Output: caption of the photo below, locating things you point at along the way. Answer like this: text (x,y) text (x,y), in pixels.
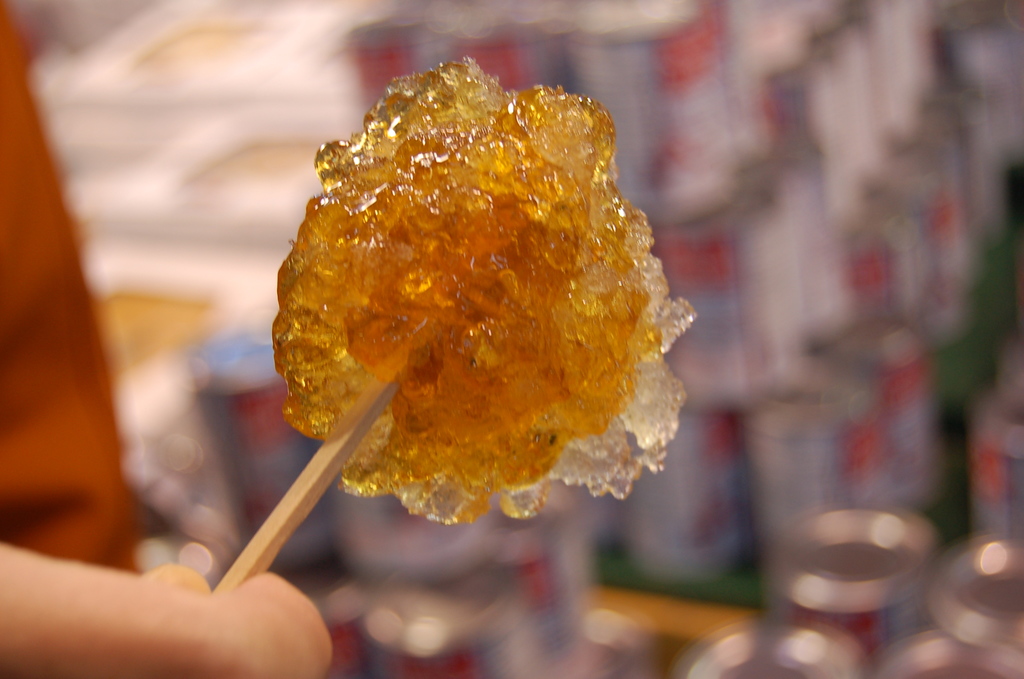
In the foreground of this image (588,353), there is a candy (423,290) like an object (403,278) to a stick (329,458) which is holding by the hand (177,641) of a person (177,641) and the background (343,11) image is blur.
